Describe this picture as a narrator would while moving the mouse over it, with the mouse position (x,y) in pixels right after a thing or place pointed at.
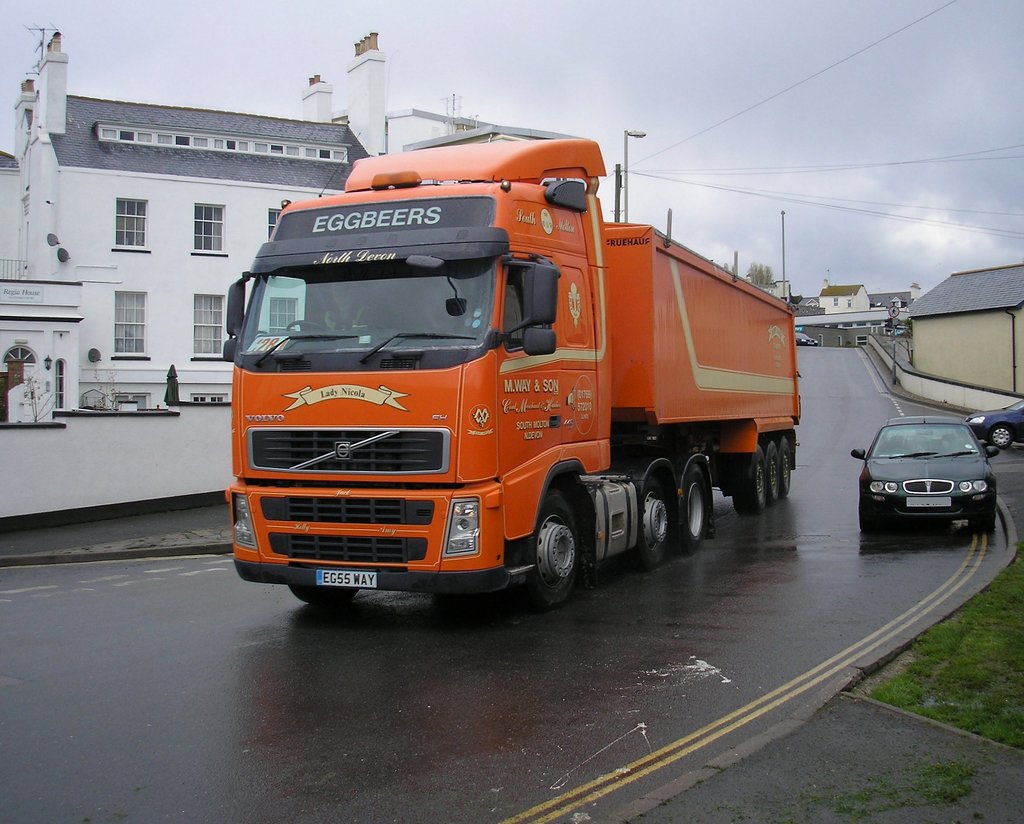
In the center of the image (638,529) we can see vehicles (977,442) on the road (487,651). In the background (675,170) there are buildings (948,293), poles (626,139), wires (648,169) and sky (716,133).
